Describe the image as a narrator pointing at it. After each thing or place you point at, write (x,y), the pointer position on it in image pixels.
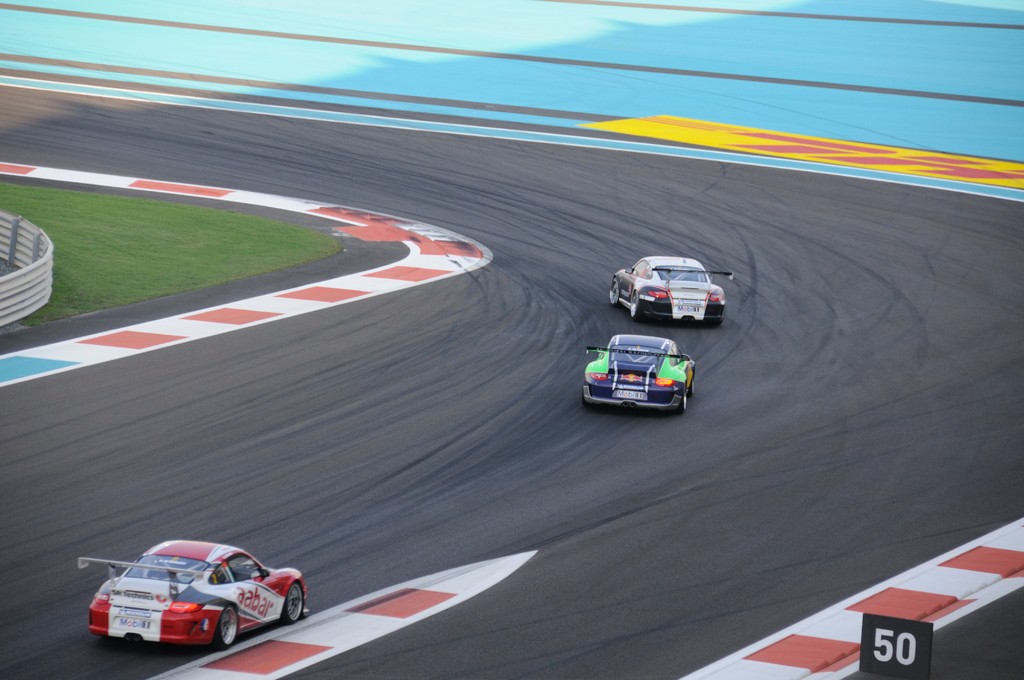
In the center of the image (677,349) we can see three vehicles (662,351) on the road (591,412). In the background (211,245) there is a fence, road (198,131) and grass (97,248). And we can see some painting (929,139) on the road (530,220).
